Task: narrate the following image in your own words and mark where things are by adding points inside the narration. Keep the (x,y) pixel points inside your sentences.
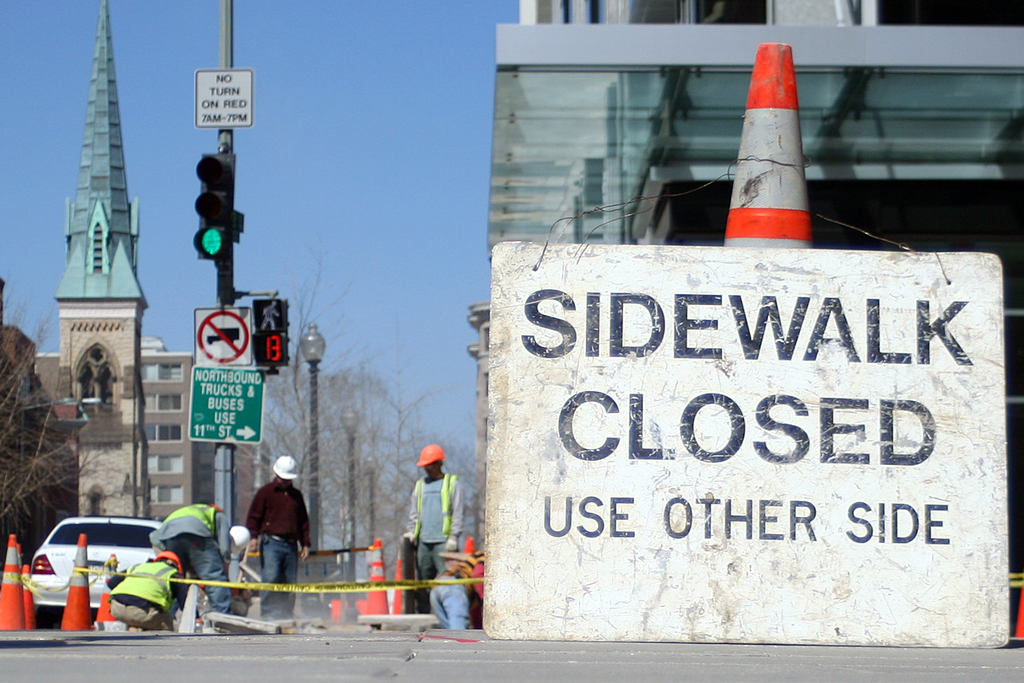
In this image I can see few people (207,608), traffic cones (66,627) and the vehicle (148,527) on the road (337,632). To the right (748,389) I can see the board (704,390), traffic cone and the building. To the left (55,490) I can see many poles (229,455), trees (244,461) and building (67,381). In the background (56,343) I can see the sky (290,196).
